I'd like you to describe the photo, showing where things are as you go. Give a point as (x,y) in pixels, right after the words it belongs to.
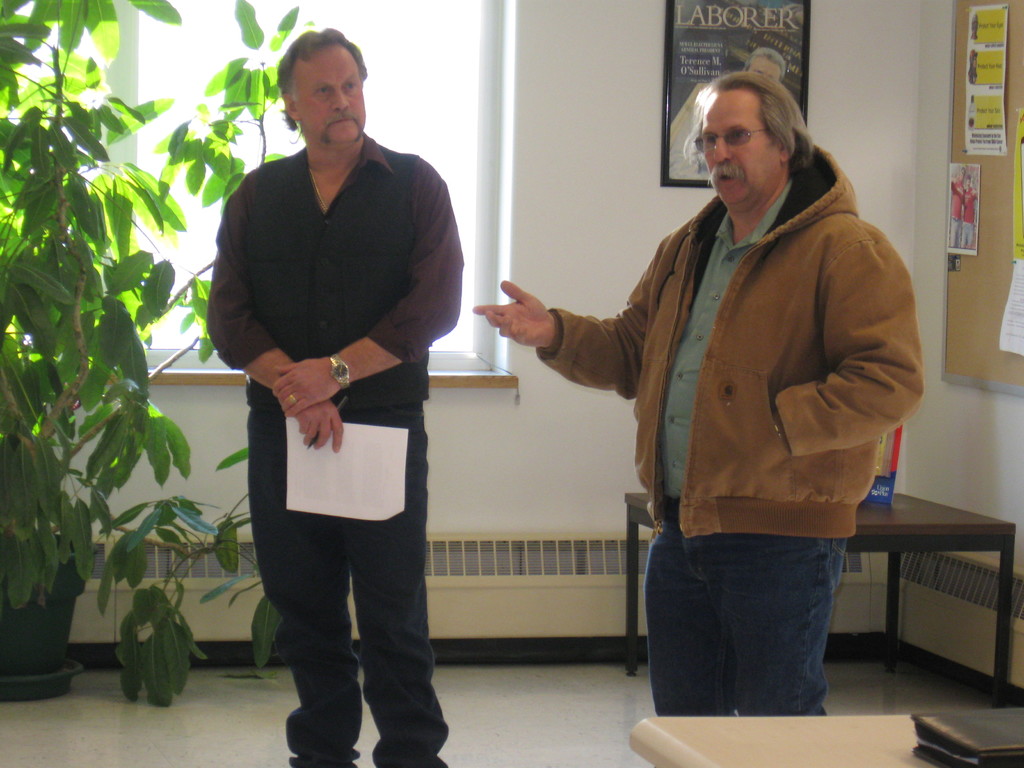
There are two people (385,367) standing, one person (413,460) is holding paper (296,483) in his hands (331,383). This looks like a small tree (63,306). This is a flower pot (29,650) placed on the floor (172,737). This is a table (890,507) with some object (891,497) on it. These are the frames (797,56) attached the wall (852,89). I think this is the window (389,35). I can see another table (795,745) with a black object (939,748) on it.
